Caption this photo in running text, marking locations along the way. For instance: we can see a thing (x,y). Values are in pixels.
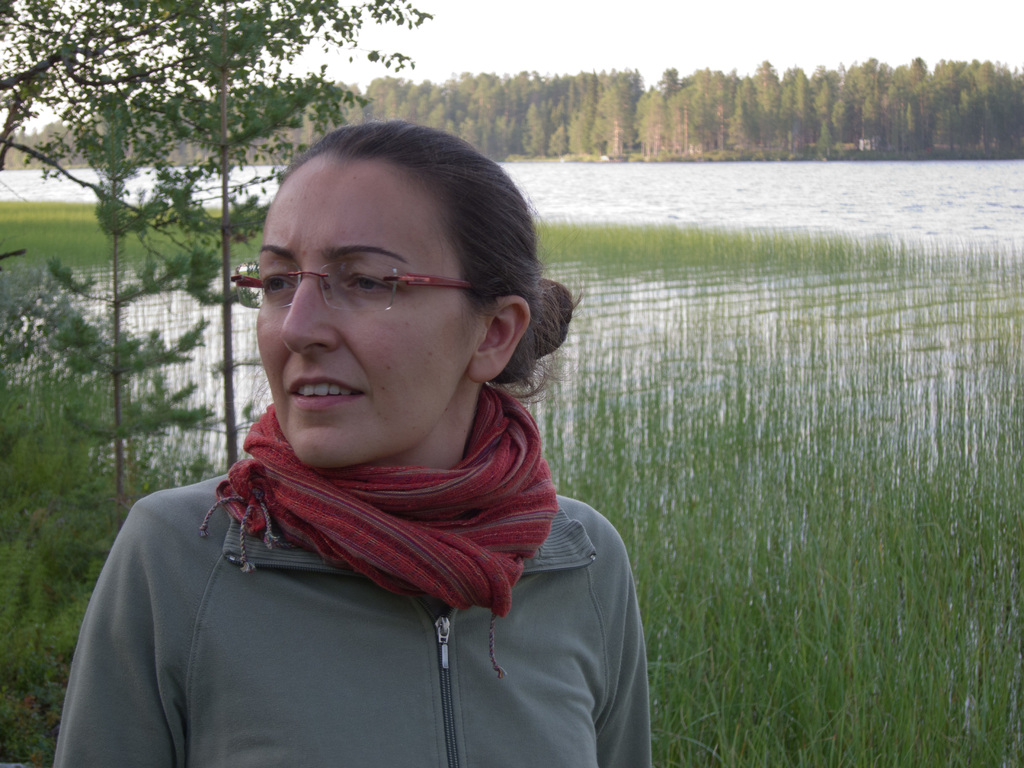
In this image I can see a woman (339,434). The woman (346,423) is wearing spectacles (376,305), a scarf (321,532) and a jacket (316,642). In the background (665,140) I can see water (820,198), the grass (699,334), trees (679,130) and the sky (464,34).
